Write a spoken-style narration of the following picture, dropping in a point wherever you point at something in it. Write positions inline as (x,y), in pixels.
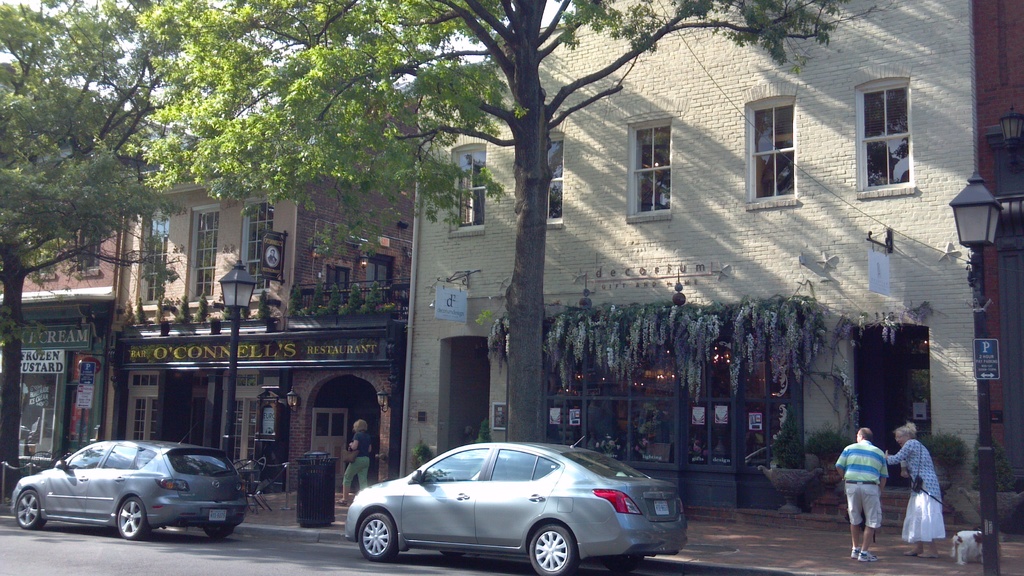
In the picture I can see two cars (238,516) on the road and there are few stores (396,353) and trees (531,348) beside it and there is a light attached to a pole (982,495), two persons (926,485) and a dog (966,548) in the right corner (963,541).
